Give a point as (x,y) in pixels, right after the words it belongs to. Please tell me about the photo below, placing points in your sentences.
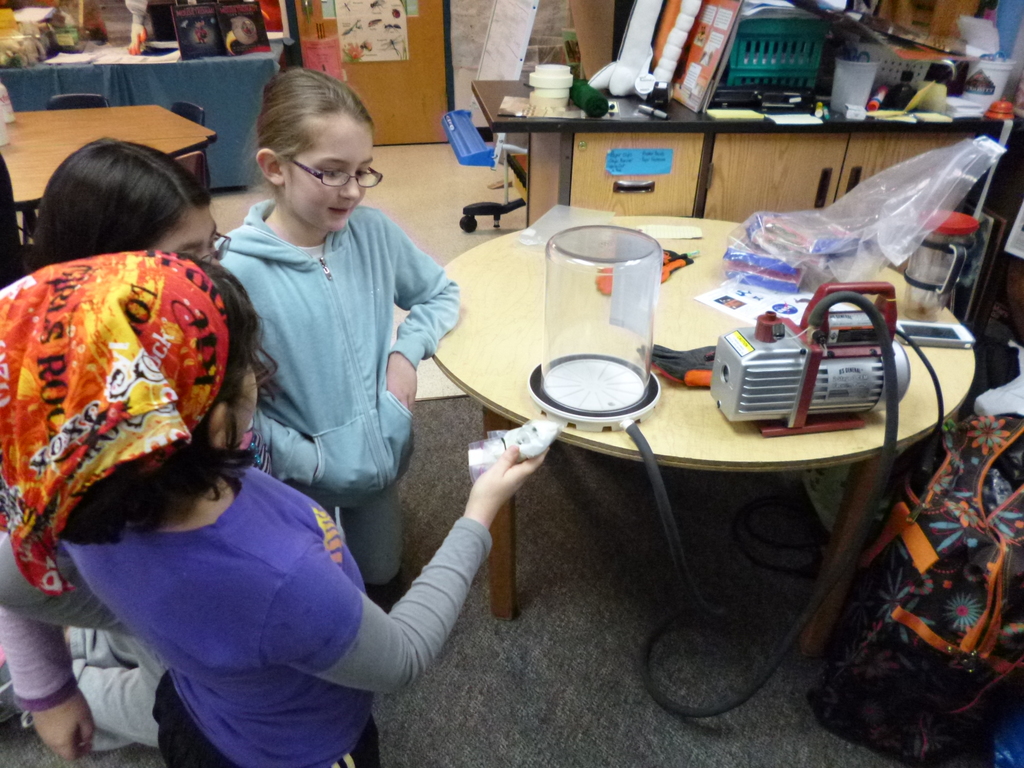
Here we can see that a group of children (198,330) sitting on the floor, and in front (774,259) here is the table (518,266), and some objects (784,284) on it, and here is the dining table (126,119).
